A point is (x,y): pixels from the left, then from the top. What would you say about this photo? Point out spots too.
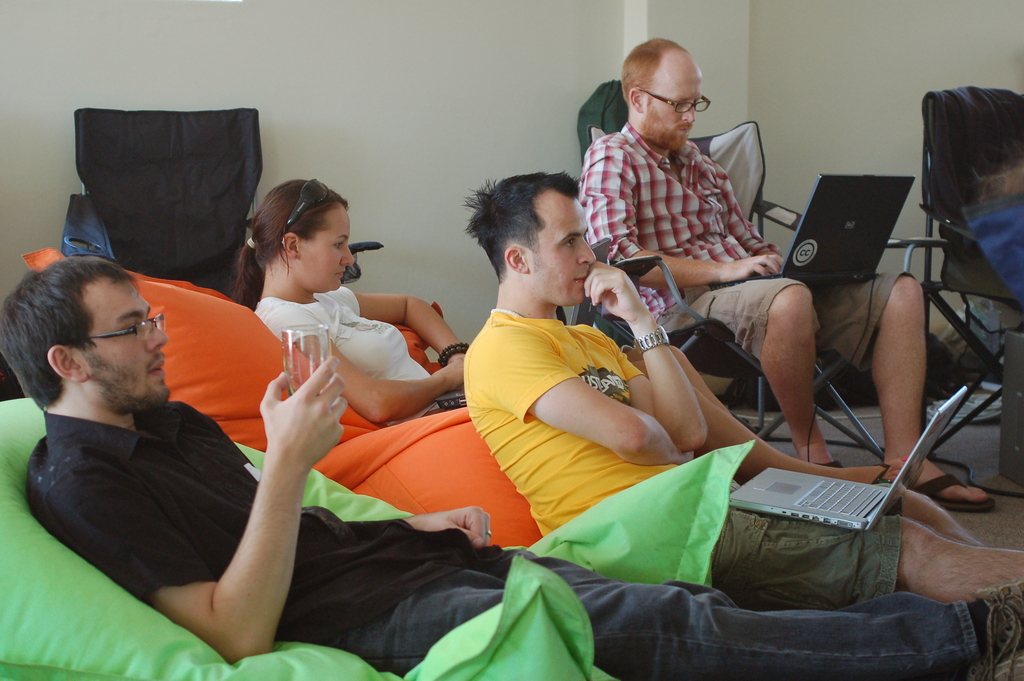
In this picture we can see a group of people (580,572), one person (618,625) is holding a glass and in the background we can see a wall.
